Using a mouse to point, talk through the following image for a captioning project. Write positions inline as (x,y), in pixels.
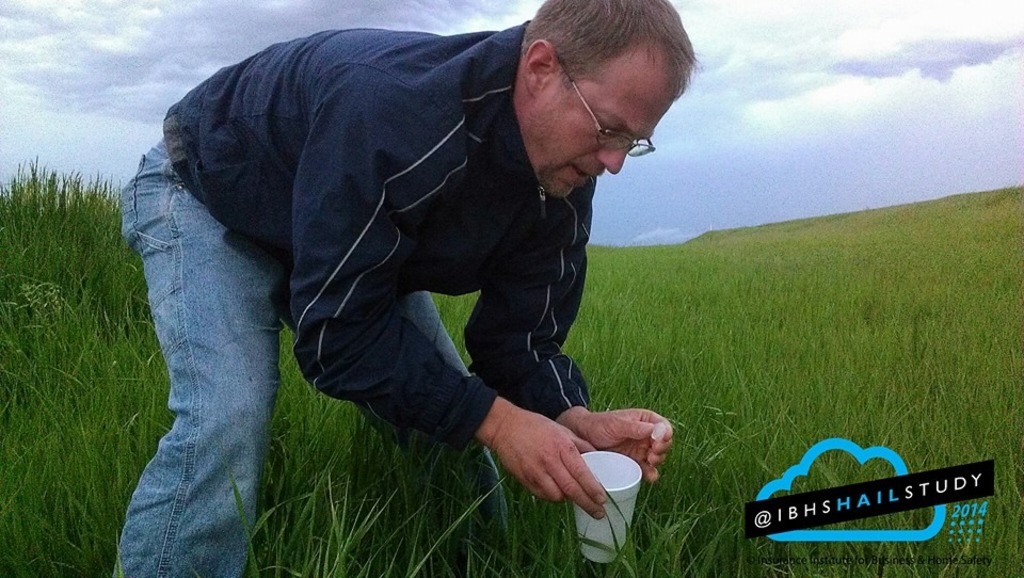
In the image there is a man (567,429) with spectacles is bending and holding a cup (598,479) in one hand (578,476) and on the other hand (642,428) there is an object (665,429). On the ground (791,295) there is grass (789,234). In the background (217,31) at the top of the image (702,56) there is sky (702,56) with clouds (702,56). In the bottom right corner of the image (831,461) there is a logo (881,456) and a name (959,492).
